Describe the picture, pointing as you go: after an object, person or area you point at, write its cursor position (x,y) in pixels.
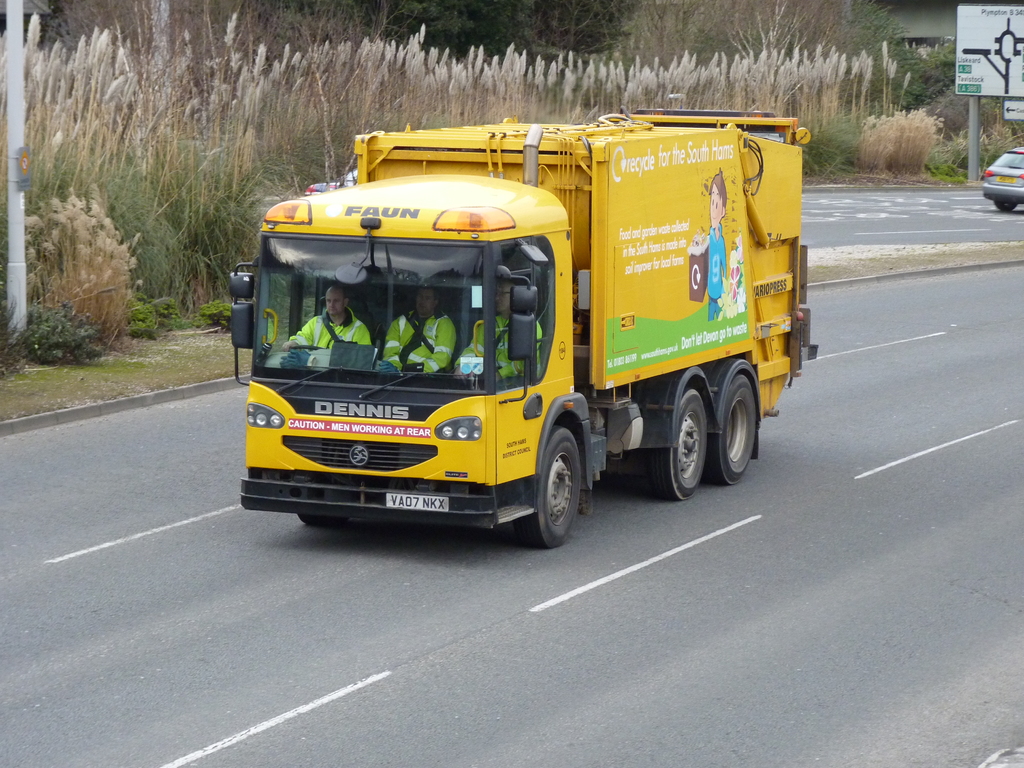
In the center of the image (504,285) there is a truck (677,143) on the road (575,538). In the background of the image (476,90) there is grass (150,213) and trees (599,26). There is a sign board (975,50).
